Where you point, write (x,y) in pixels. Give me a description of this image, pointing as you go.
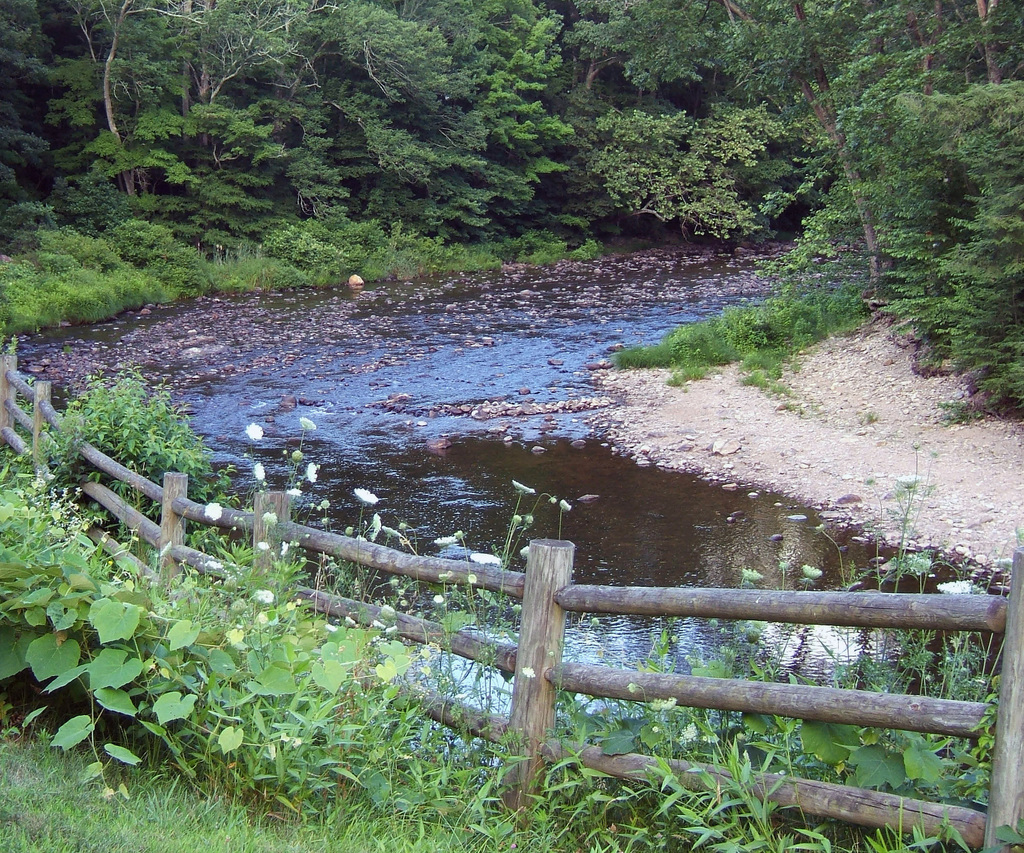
In this image there is a river (416,466) in the middle of this image (411,386) and there is fencing wall (764,702) in the bottom of this image (776,698). There are some plants (272,634) in the bottom left side of this image (206,671). There are some trees (504,82) on the top of this image (664,138).
